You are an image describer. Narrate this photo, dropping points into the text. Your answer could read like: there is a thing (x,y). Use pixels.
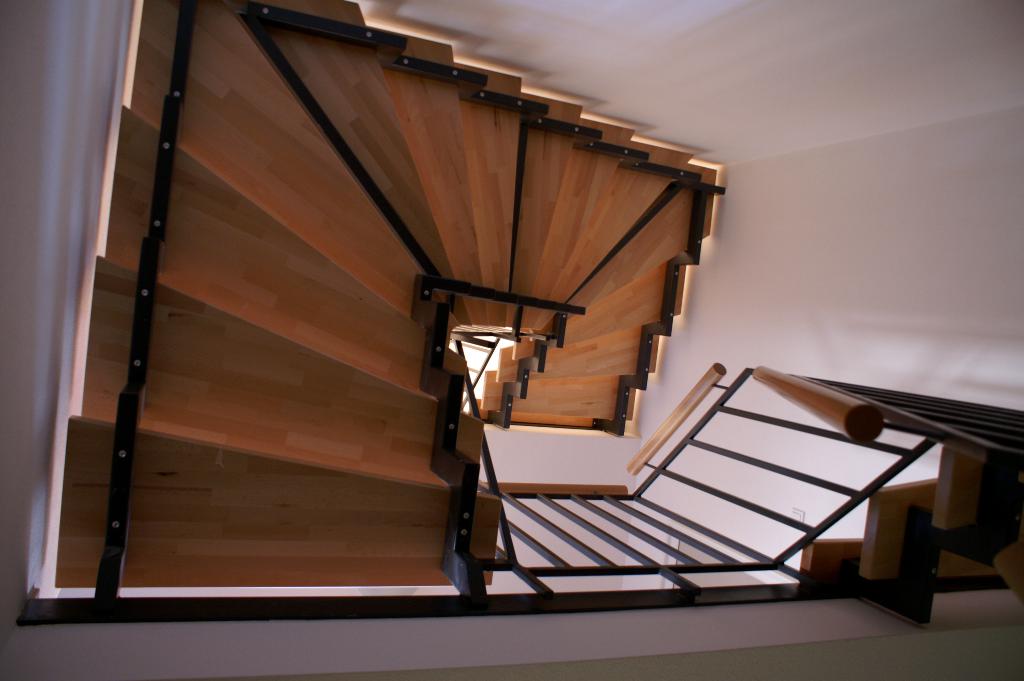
There are steps (308,210) with railings (750,502). On the sides of the steps (175,474) there is wall (566,479).
